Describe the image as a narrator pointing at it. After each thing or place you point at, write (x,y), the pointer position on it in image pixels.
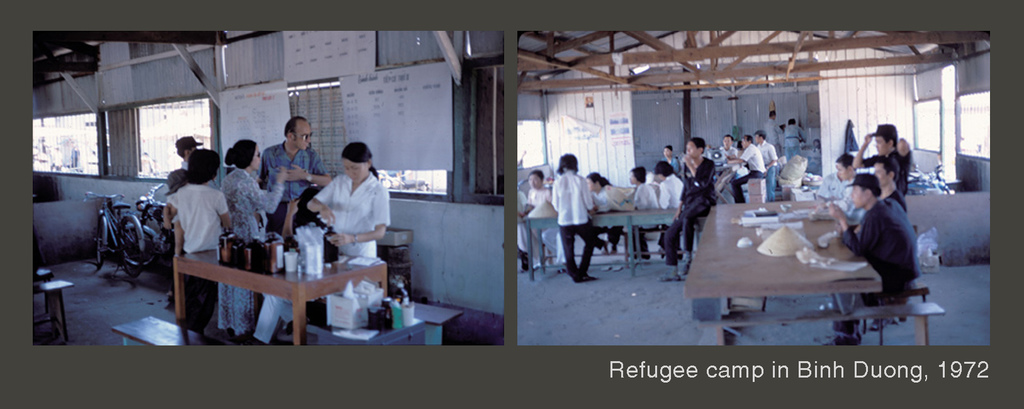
In the image there is a collage. On the left side of the collage, there is a table (247,279) with bottles (223,259) and some other things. Behind the table (305,275) there are few people (277,187) standing. And also there is a table (422,308). Behind the people (214,241) there are vehicles (144,218) and also there are walls (107,139) with charts (249,133) and text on it. And on the right side of the image (766,204) there are tables (787,268) with few things (766,245) and there are few people (659,202) sitting and few people (799,150) standing. In the background (887,105) there are walls (943,135) with windows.
